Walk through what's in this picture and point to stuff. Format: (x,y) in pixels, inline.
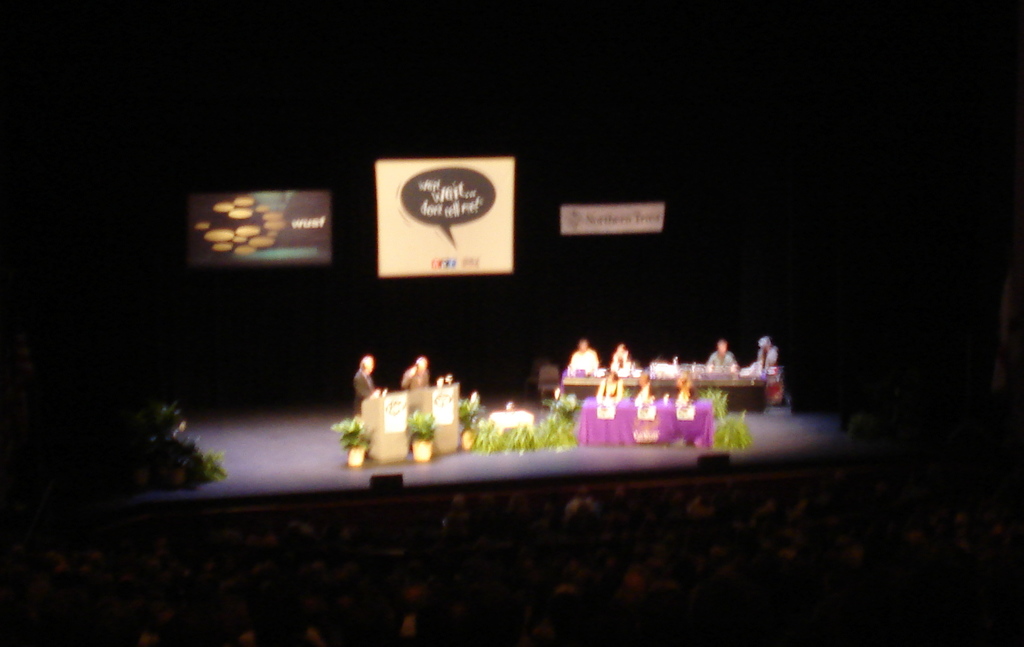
In this image there are group of people (362,412), stage (502,472), podiums (377,424), tables (615,438), plants (348,425), screen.
